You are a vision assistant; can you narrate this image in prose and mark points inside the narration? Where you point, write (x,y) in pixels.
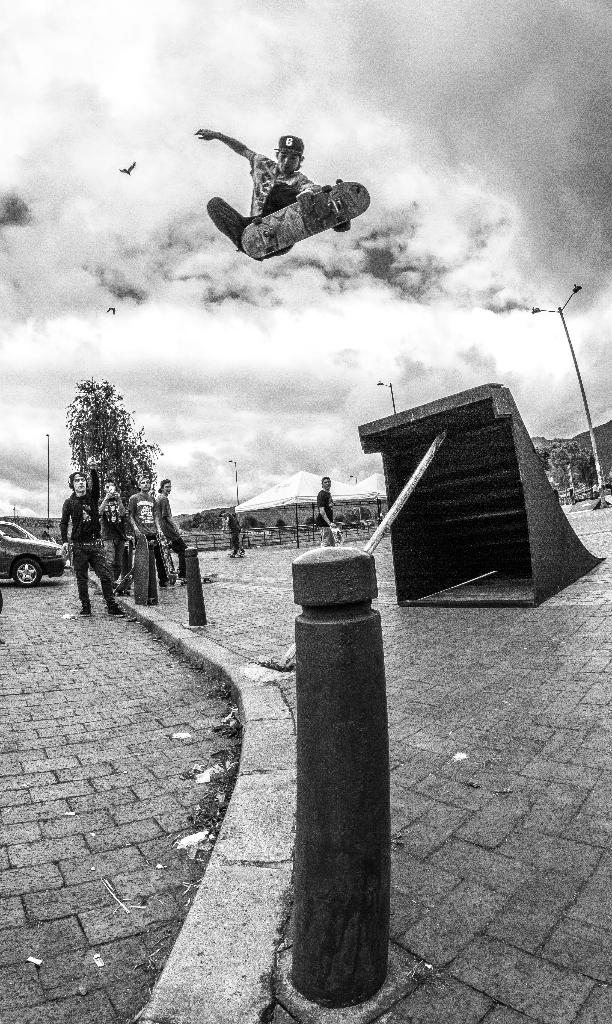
On the right side of the image (474,463) there is a ramp (418,451). On the left side of the image (125,542) we can see some persons (115,520), plants (87,453), car (46,551) are there. In the middle of the image (269,489) tents (297,486) are there. At the top of the image (260,234) a person (277,206) is jumping by using a skating board (305,226). At the bottom of the image (406,912) ground (477,873) is there. On the right side of the image (549,309) an electric light pole (560,314) is there. At the top of the image (396,107) bird (130,172) and clouds (475,181) are present in the sky (375,309).
